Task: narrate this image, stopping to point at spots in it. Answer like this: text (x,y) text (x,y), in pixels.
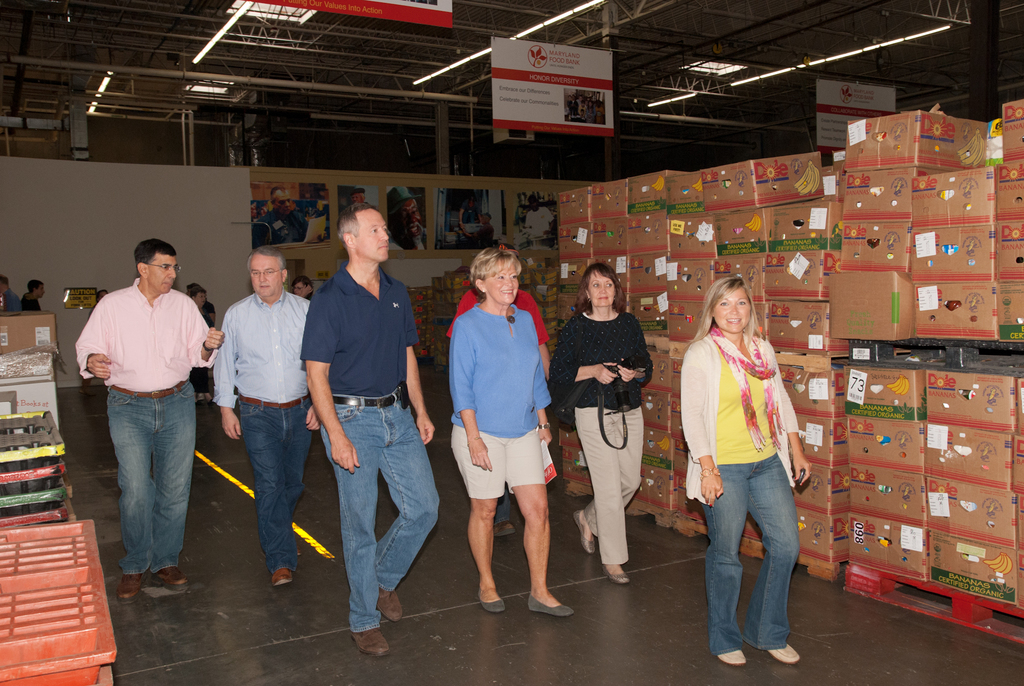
There are people (368,279) walking on the floor (494,615). We can see cardboard boxes (597,230). On the left side of the image (47,661) we can see boxes (13,336) and objects (79,648). In the background (398,202) we can see photos (251,217) and wall (115,191). At the top (564,111) we can see lights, boards (403,0) and rods (179,109).
